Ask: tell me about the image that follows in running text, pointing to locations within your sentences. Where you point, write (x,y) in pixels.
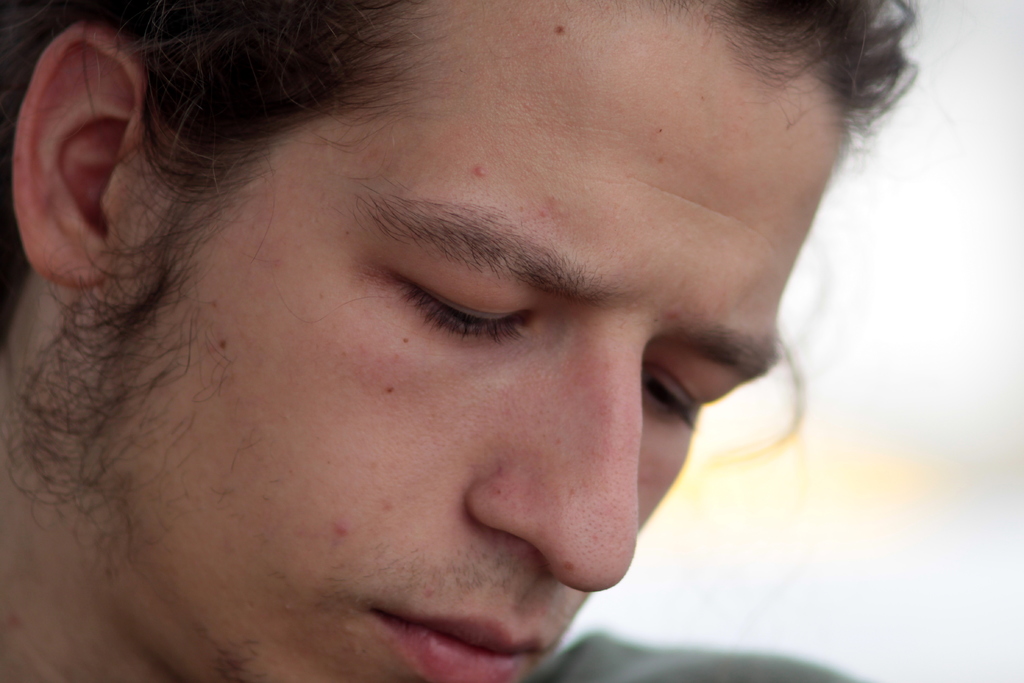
In this picture we can see the face (311,429) of a person (311,429).
